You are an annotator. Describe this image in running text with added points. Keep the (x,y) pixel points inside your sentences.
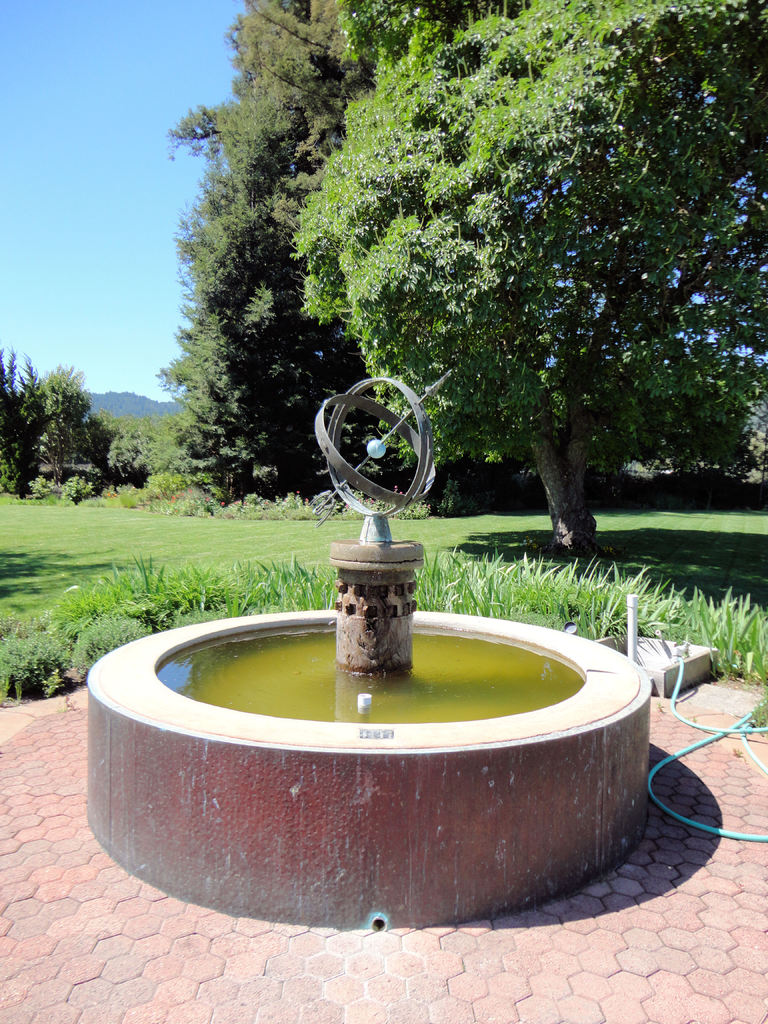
In this picture we can see a fountain (342,869), pipe (717,830), water (411,679), trees (326,379), grass (616,562) and in the background (120,59) we can see the sky (124,149).
